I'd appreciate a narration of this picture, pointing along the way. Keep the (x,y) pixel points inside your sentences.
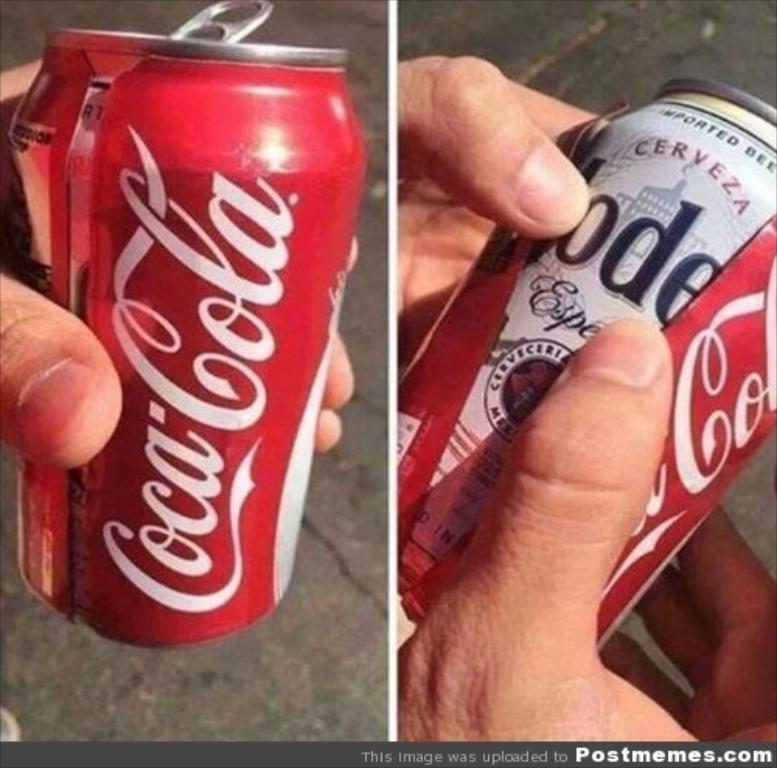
It is a collage of two pictures, in the first picture a person (95,347) is holding a coca cola tin (128,217) in his hand (83,352) and in the second picture he is removing the coca-cola label (502,252) and there is another tin (648,163) inside the label (775,329) of coca-cola.
